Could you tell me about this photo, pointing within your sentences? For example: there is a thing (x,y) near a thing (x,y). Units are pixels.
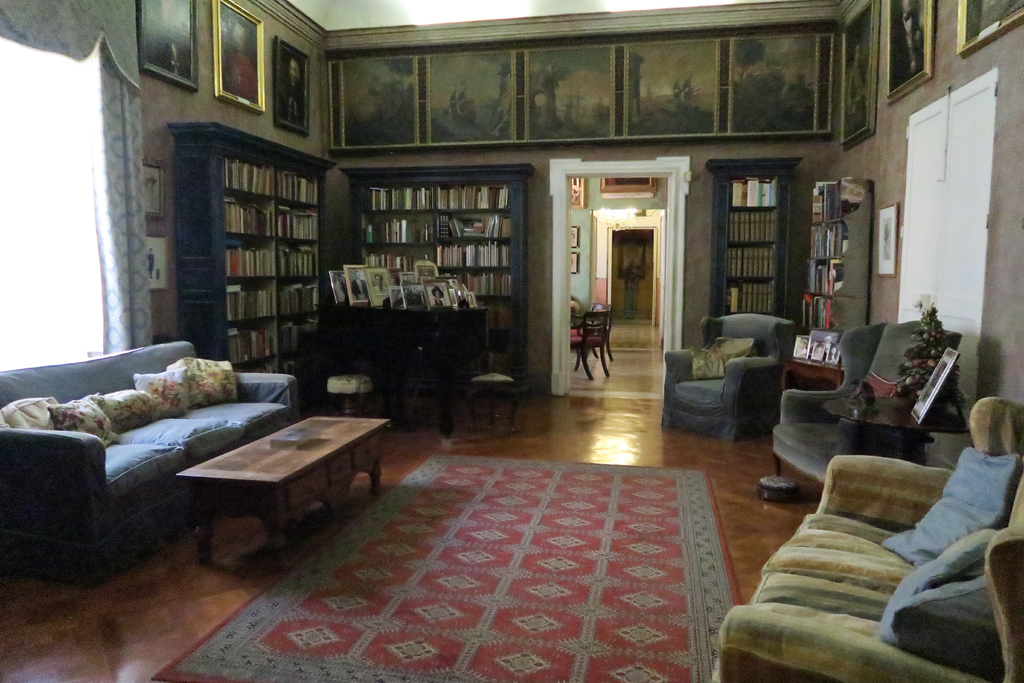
In this picture we can see a room (159,409) with sofa (92,488) pillows (181,398) on it, chairs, table (310,449), racks (205,279) with books (259,301) in it, photo frames (367,276), wall (965,73) with frames (809,69), window (57,109) with curtains (113,329) and aside to this room (665,442) we have other room (595,276).
